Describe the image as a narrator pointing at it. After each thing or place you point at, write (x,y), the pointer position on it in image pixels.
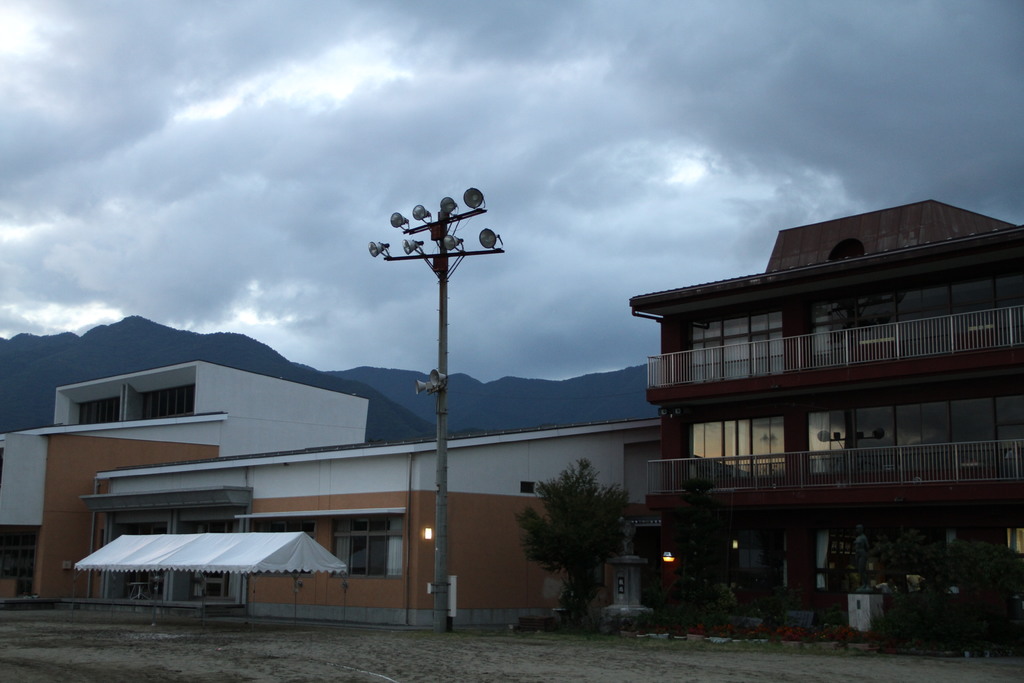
In the foreground of the picture (821,666) it is looking like a road (230,642). In the middle of the picture (679,354) we can see buildings (164,527), plants (947,561) and a street light (441,341). In the background (573,413) there are hills (591,413). At the top (594,138) it is sky (538,94), sky (481,127) is cloudy.
